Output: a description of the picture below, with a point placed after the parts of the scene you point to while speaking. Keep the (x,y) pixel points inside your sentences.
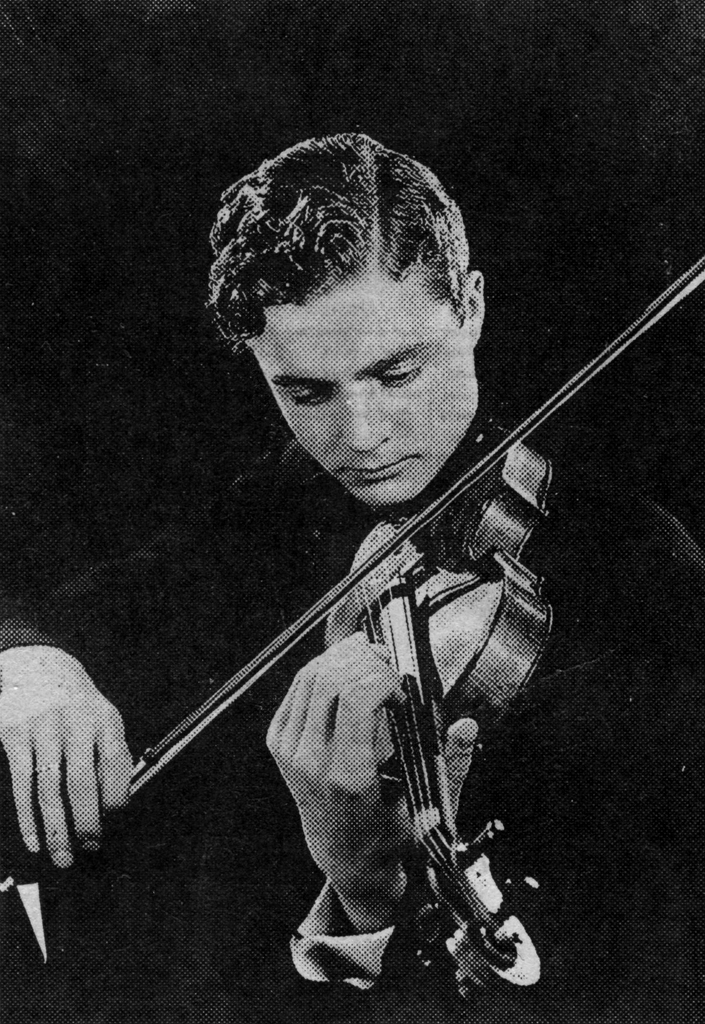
In this image I can see a man (591,783) playing a musical instrument (411,776).
